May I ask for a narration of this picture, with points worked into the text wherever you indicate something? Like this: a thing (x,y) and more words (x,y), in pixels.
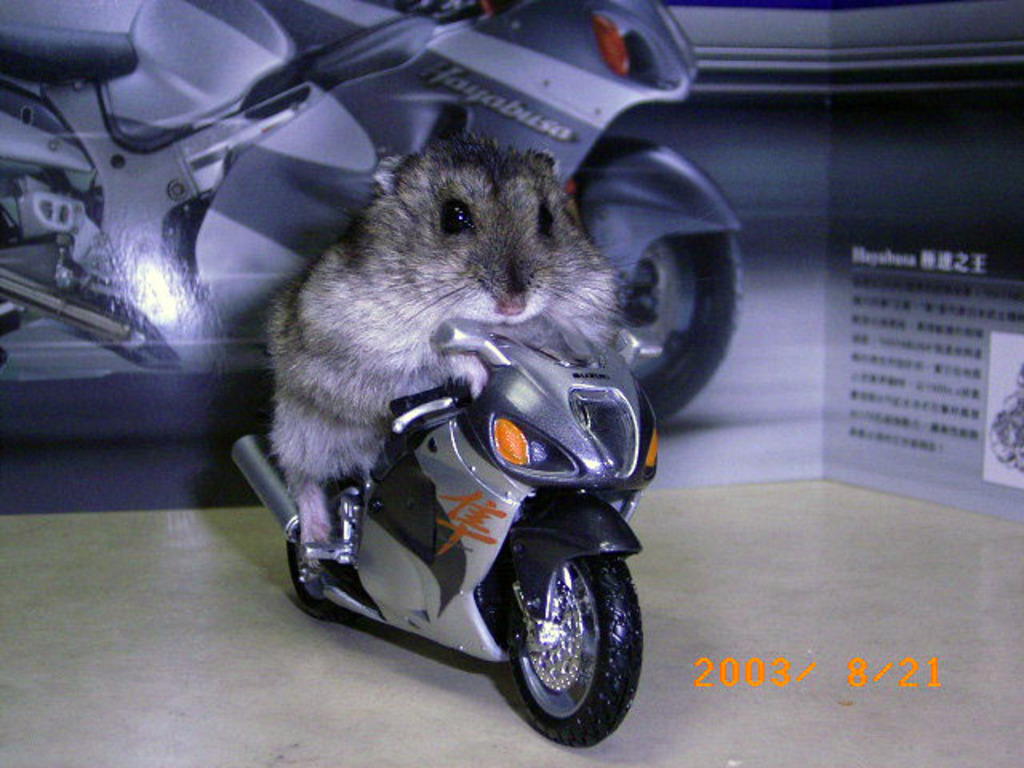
In this image I see a mouse (311,509) which is on the bike (280,489), In the background (221,489) i see a photo (750,344) of the bike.
